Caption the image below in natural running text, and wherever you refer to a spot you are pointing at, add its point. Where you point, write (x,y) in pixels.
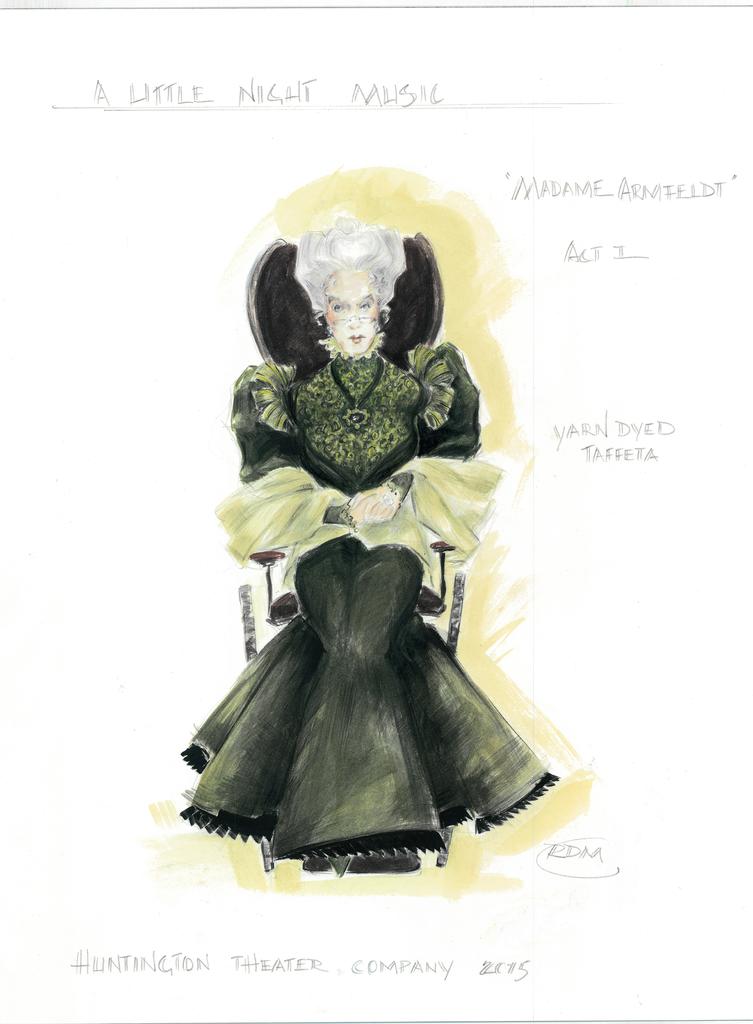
This might be a painting in this image in the center (345,452) there is one woman (382,499) sitting, and at the top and at the bottom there is some text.
